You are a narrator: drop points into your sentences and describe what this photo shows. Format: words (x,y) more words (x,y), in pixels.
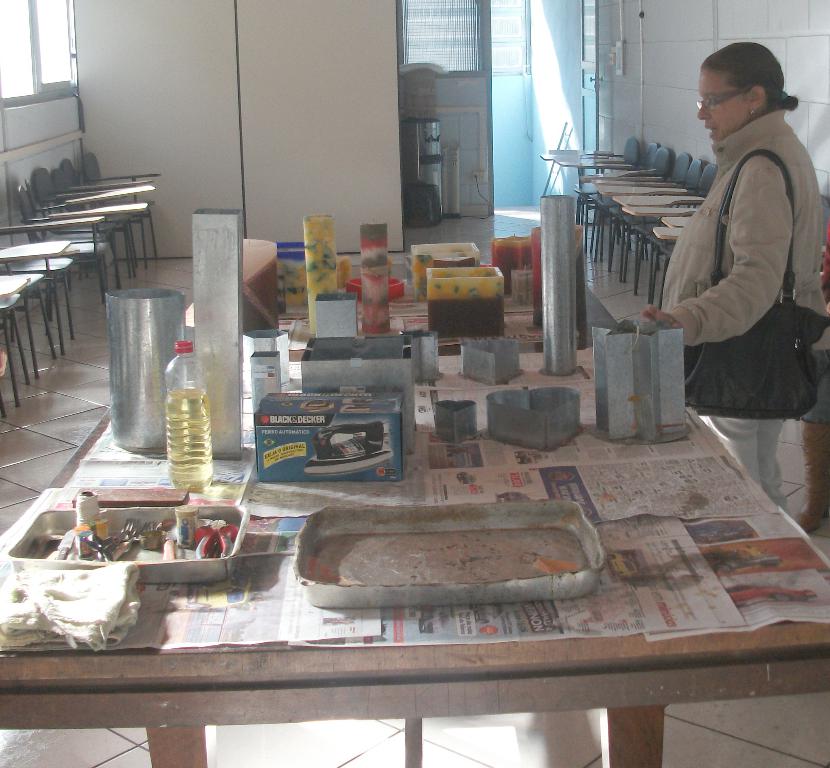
In this image I can see a person (653,310) standing wearing cream jacket (761,214) and a bag (754,361). I can see few bottles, cardboard boxes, trays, papers (643,550) on the table (634,516), at left (138,199) and right I can see few chairs (682,195), at back (657,29) I can see wall (668,31) in white color.
